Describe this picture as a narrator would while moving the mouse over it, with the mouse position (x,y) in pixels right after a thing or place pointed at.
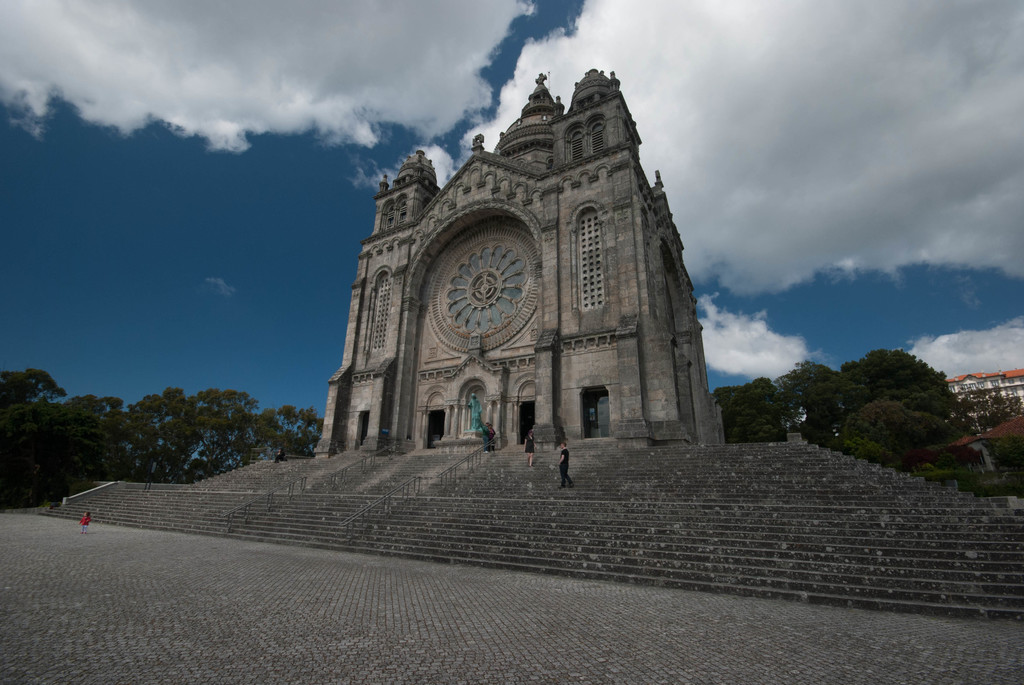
We can see steps (752,517), people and building (605,435). In the background (84,131) we can see trees (161,397) and sky (865,288) is cloudy.
